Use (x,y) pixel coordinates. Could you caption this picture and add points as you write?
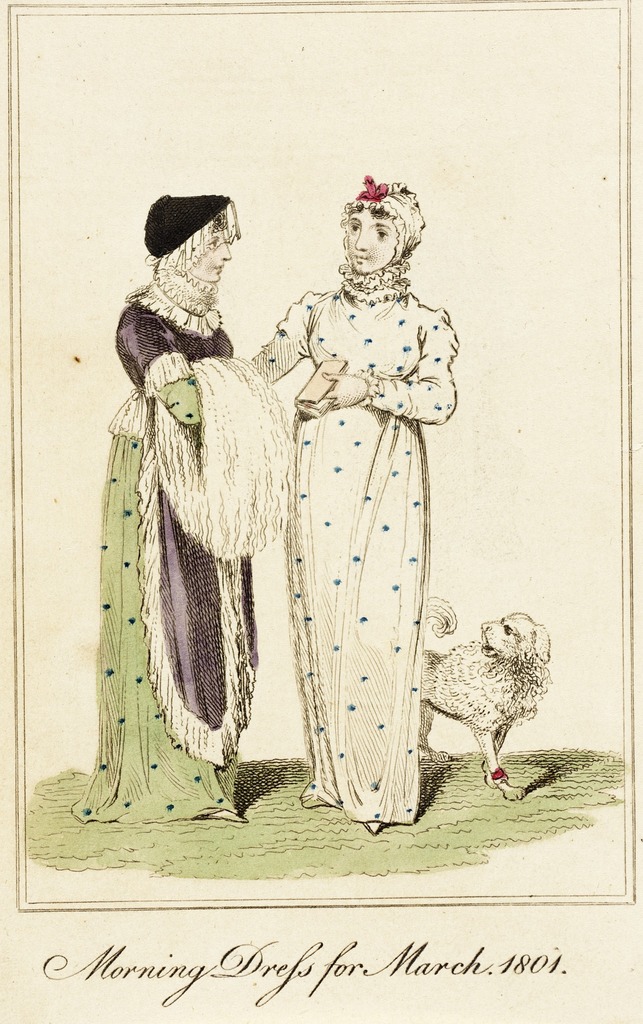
In the foreground of this poster, there is sketch (224,717) of two women (329,619) and a dog (509,684). At the bottom (388,970), there is some text (282,979).
